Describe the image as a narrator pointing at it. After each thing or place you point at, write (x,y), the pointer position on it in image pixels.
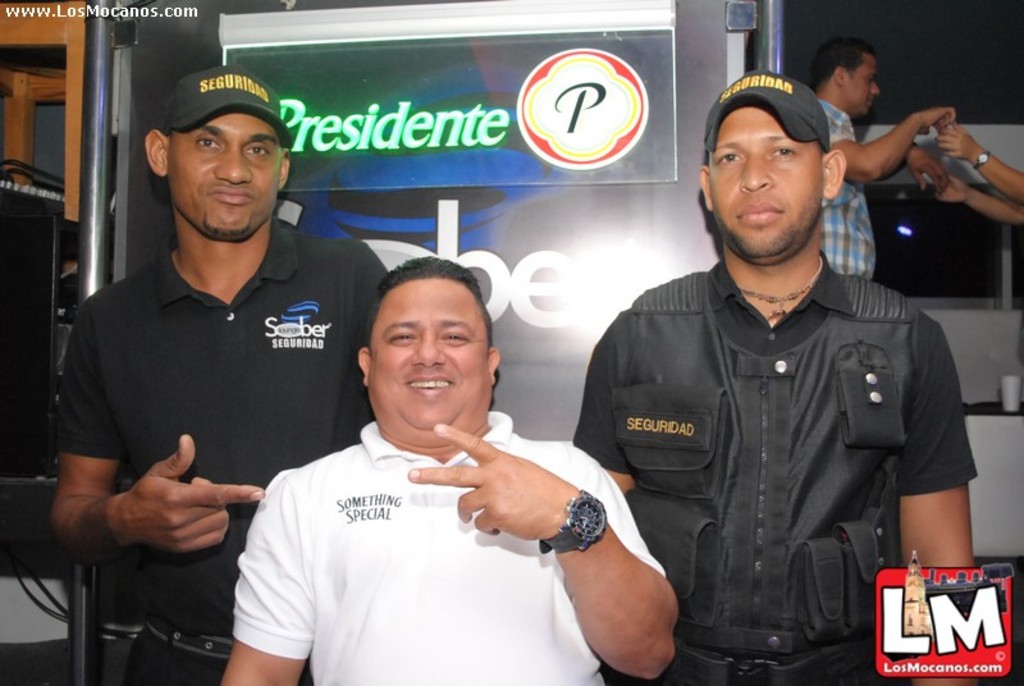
The picture is taken from some website and there are three men (143,401) standing in the front (206,368) and posing for the photo, behind them there is a board (398,101) and behind the board (378,226) there is a man (847,168) holding the hands (956,149) of another person (975,155).
